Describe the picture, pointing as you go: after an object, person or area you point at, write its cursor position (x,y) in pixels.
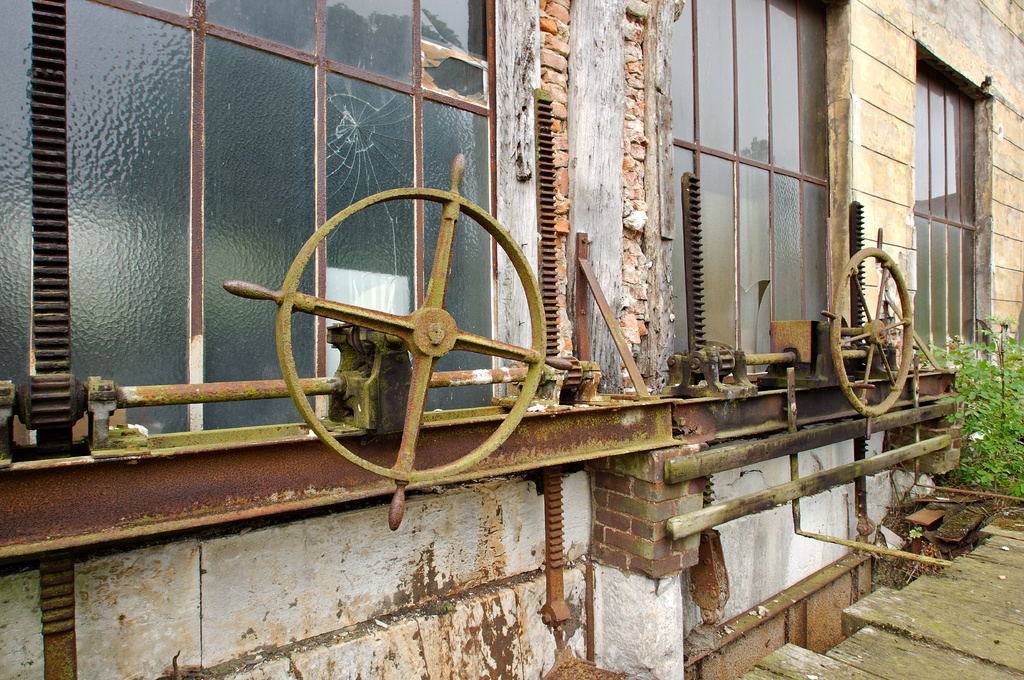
In this image we can see a metal structure (100,394) and iron wheels (438,259) are attached to the building (825,108) and on the building (416,138) there are glass panes (722,213) to the window (336,140). In the one of the window (378,70) the glass (379,121) is broken. On the right side of the image (974,396) there is a plant (984,462).
